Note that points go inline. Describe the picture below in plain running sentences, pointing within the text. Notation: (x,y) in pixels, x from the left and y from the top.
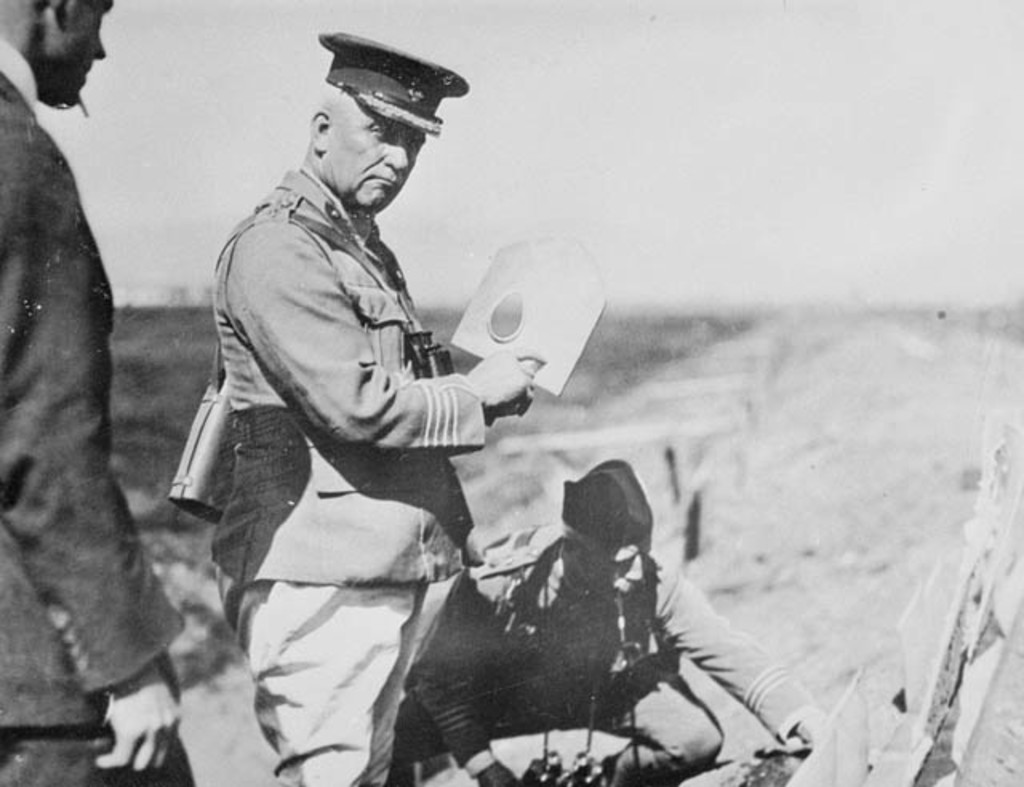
This is a black and white image and here we can see people (317,546) and some are wearing uniforms (442,604) and holding some objects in their hands (807,714) and the background (436,185) is not clear.
